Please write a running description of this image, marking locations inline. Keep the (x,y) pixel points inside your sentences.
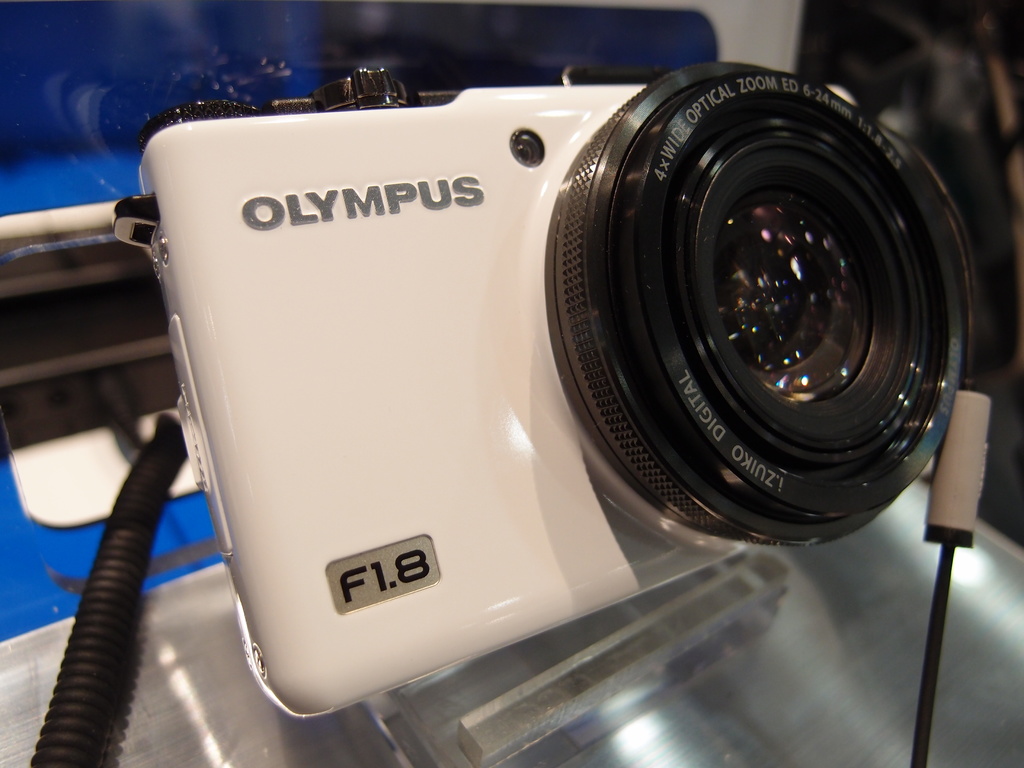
This image is taken indoors. At the bottom of the image (711,664) there is a table (171,603) and there is a camera (403,191) on the table (842,675).
